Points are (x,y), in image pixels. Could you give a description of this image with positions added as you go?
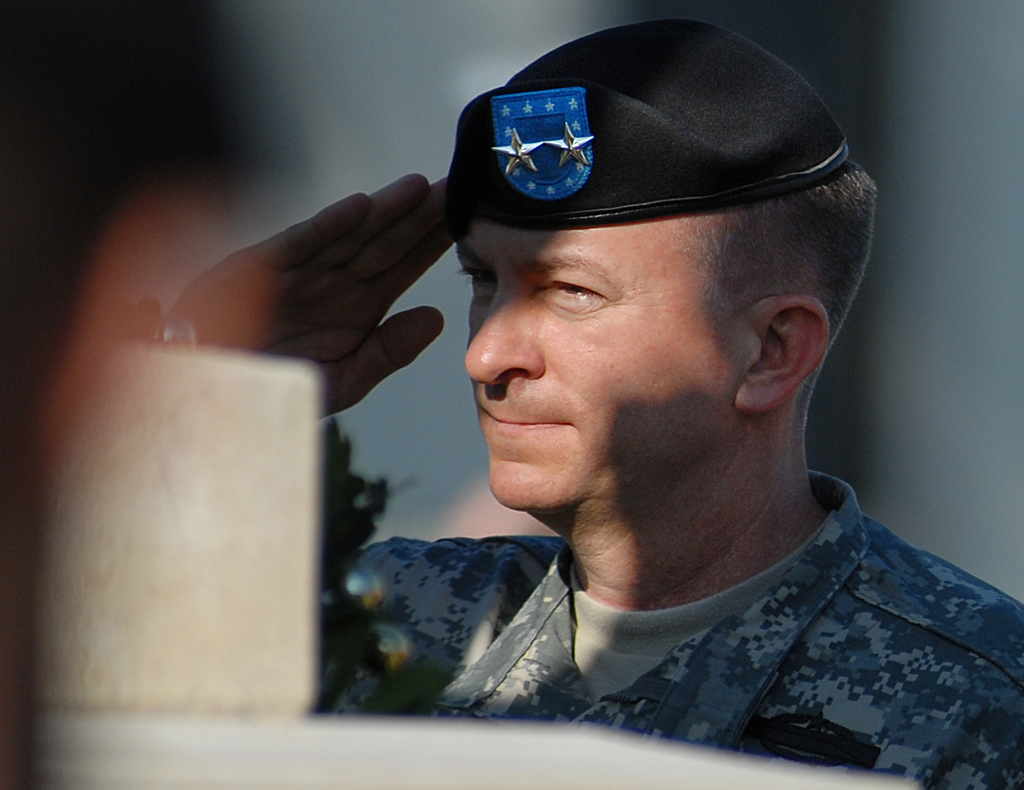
In the center of the image (622,516) we can see a man (615,249) standing and saluting. He is wearing a uniform (620,654).
